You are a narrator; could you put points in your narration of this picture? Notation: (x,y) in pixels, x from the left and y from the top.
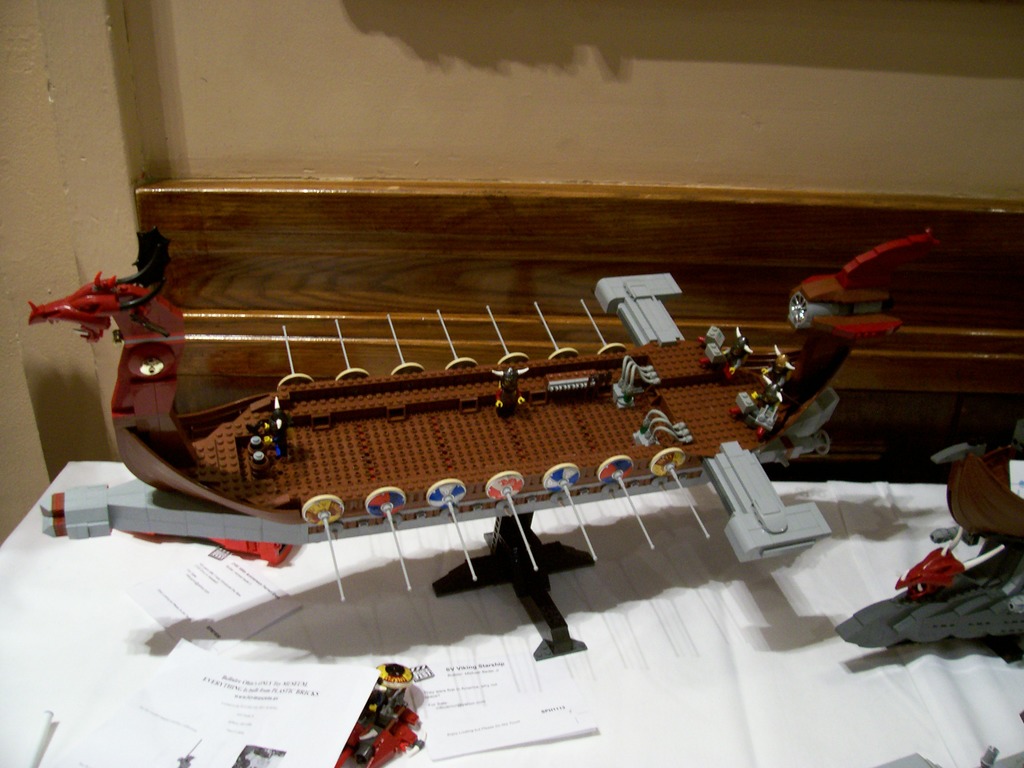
In this image there are papers (265,589) and some objects (509,577) on the table (114,639), behind the table (356,537) there is a wall (778,150) with a wooden fence (463,212).
